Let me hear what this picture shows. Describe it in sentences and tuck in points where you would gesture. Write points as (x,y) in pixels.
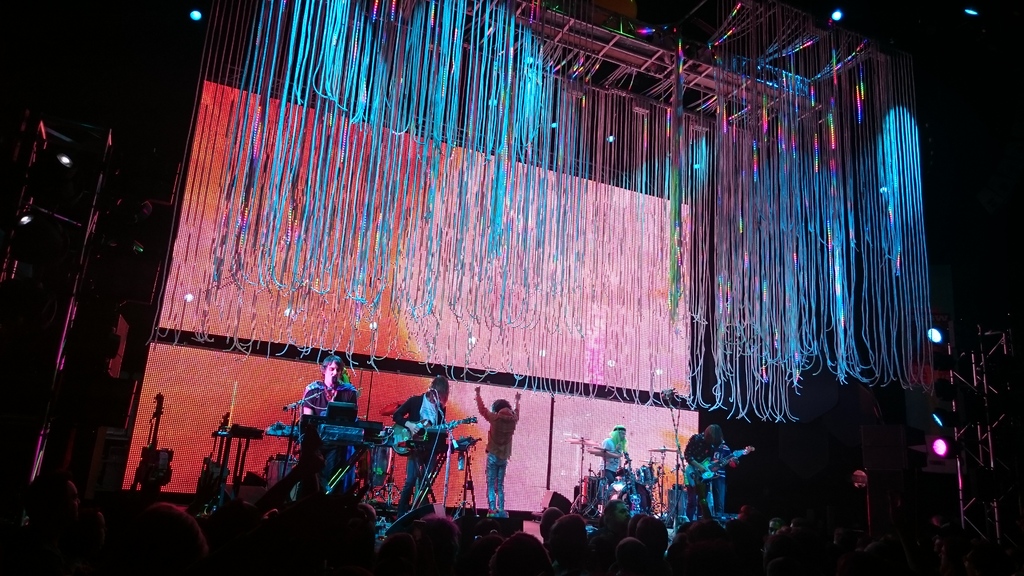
In this image we can see a group of people (511,408) standing on the stage (665,511). In that some are holding the musical instruments (629,507). We can also see the mics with the stands (446,461), a board (458,475) and some ribbons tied to a roof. We can also see some lights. On the bottom of the image (683,534) we can see a group of people (431,532) and the metal frame (975,531).
